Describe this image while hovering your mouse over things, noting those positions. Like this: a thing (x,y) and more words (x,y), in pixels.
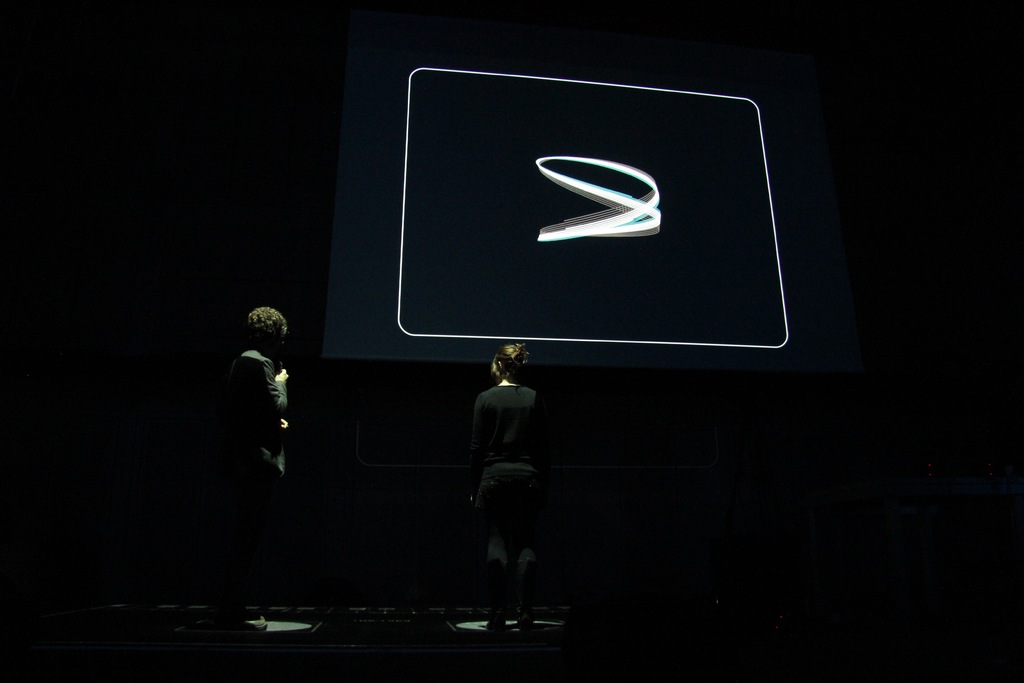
In this image we can see two persons (277,463) are standing, one of them is holding a mic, in front of them there is a screen (565,122).
